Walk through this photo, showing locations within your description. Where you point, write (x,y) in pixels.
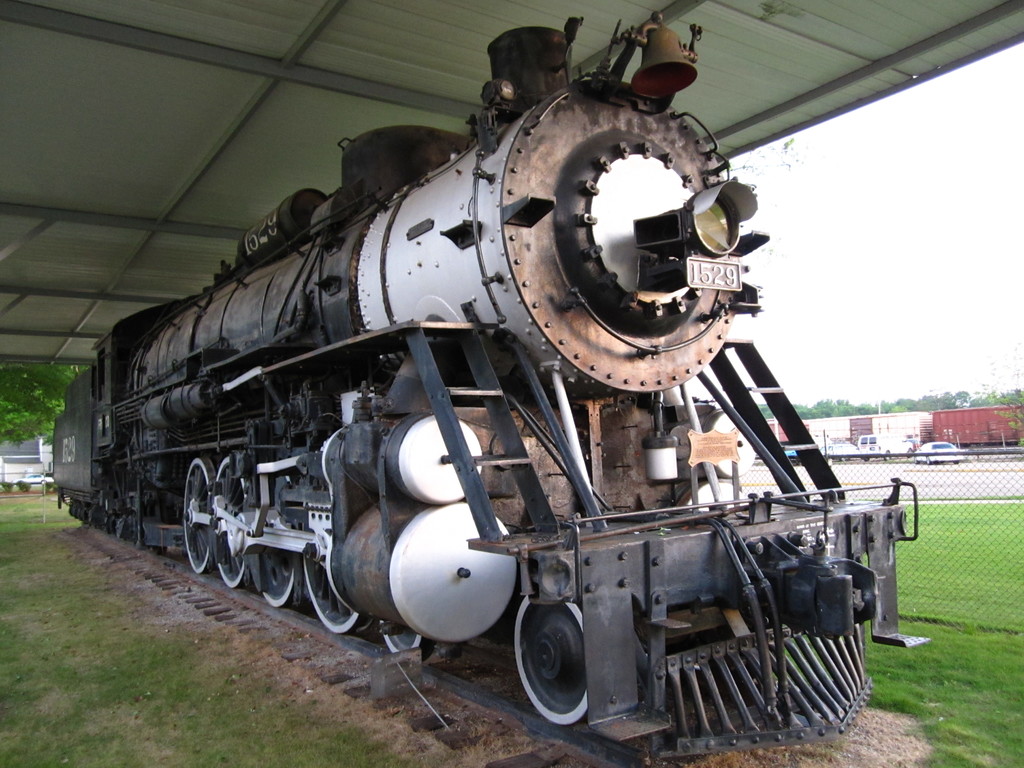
In this image there is a train (297,441) on the rail track (284,649) which is on the land (236,645) having some grass (66,738). Right side (980,477) there is a fence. Behind there are vehicles (927,457) on the road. There is a train (995,431). Background (32,409) there are trees (925,404). Right side (975,304) there is sky (925,194). Top of the image (67,177) there is a roof (237,84).
